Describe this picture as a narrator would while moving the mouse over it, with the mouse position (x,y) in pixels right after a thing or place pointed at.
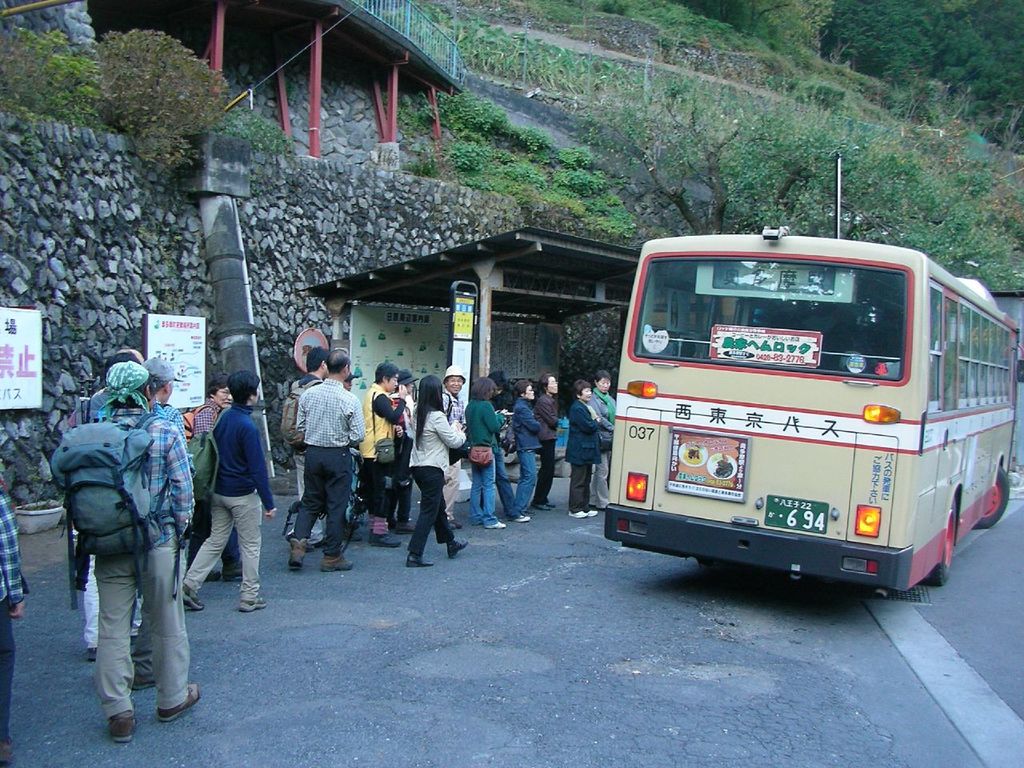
In this image, we can see a bus (801,321). There are some people (539,419) standing and wearing clothes (483,484). There is a shelter (492,272) in the middle of the image (581,274). There is a tree (918,223) on the right side of the image (897,216).
